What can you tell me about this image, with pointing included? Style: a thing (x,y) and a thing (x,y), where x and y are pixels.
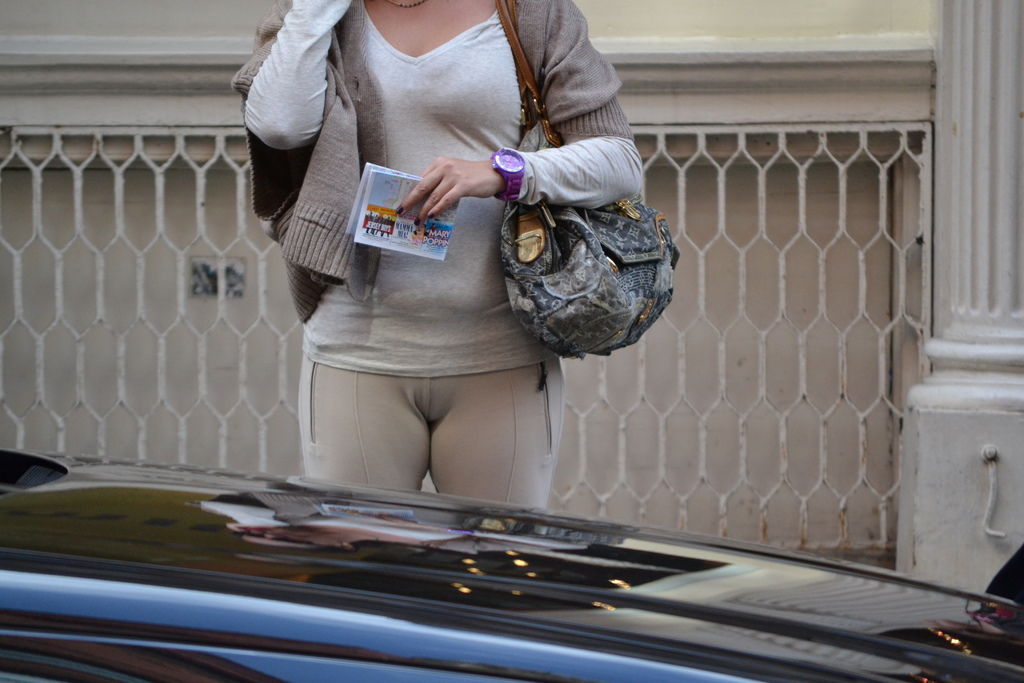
I could see a lady (434,179) holding a paper (392,214) in her hand (415,197) and hand bag (597,270) standing in front of the black colored car (364,587). In the background (820,196) i could see some grill (793,298) and wall (810,58).
